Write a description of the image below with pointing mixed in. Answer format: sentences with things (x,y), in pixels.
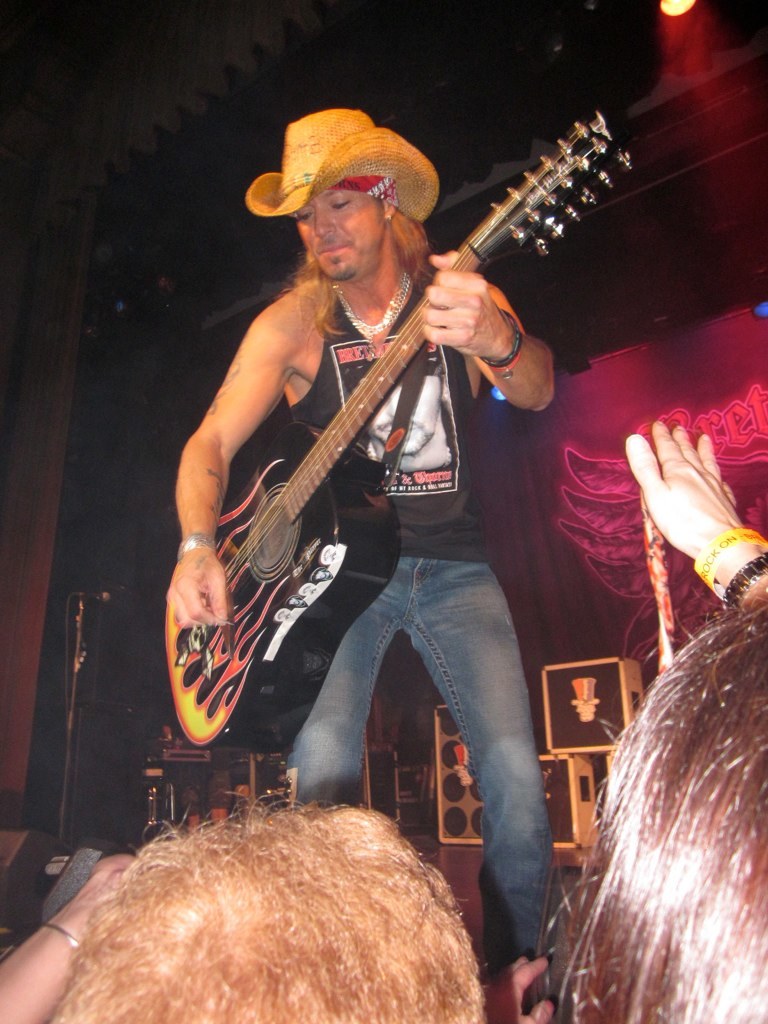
In this picture there is a man (356,232) standing on the stage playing a guitar (525,222) in his hands (187,561). He is wearing a hat (344,166). There are some audience (343,948) in the down enjoying his music. In the background (606,472) there is a poster (634,530).
